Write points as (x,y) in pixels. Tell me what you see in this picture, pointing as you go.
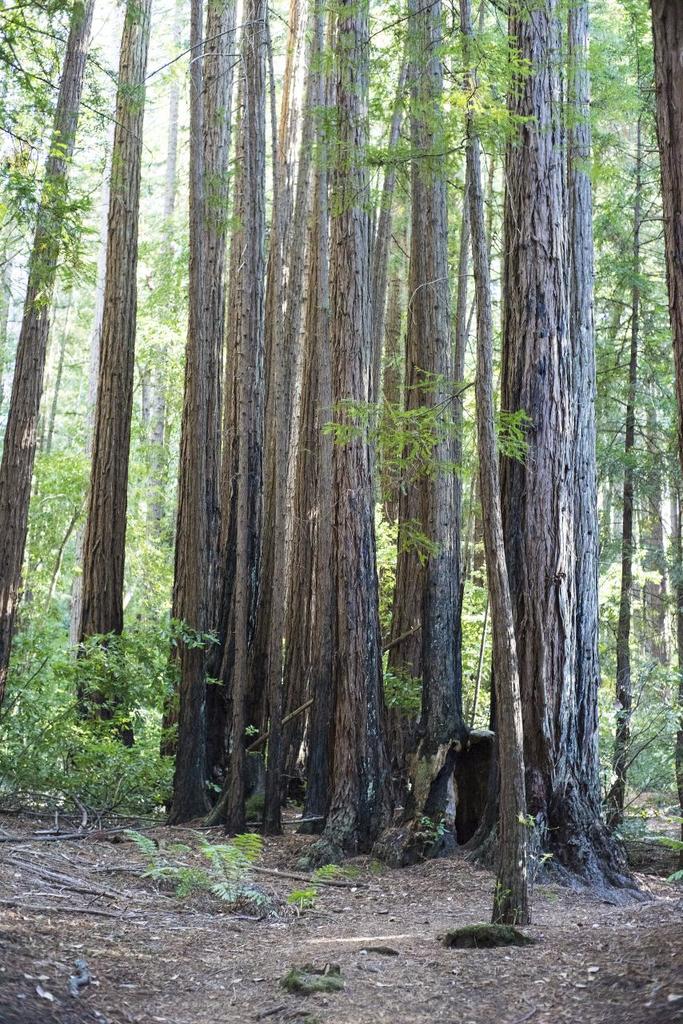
In this picture there are trees (325,403) in the image.
